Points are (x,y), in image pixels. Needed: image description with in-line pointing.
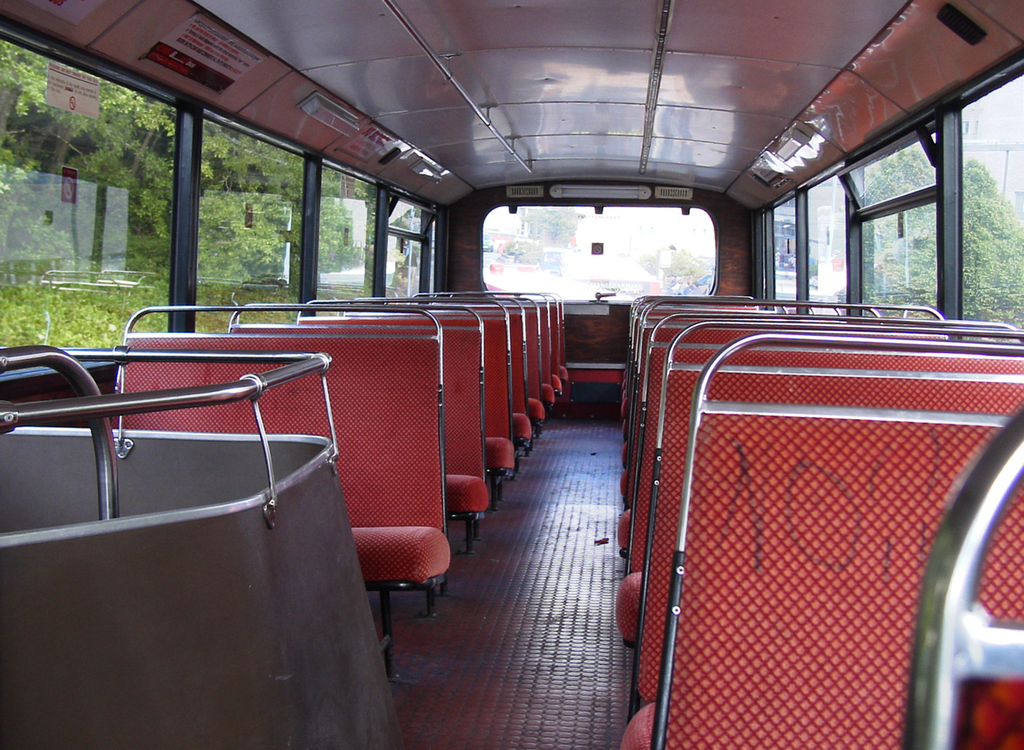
The image is captured inside a bus (424,270), it has a lot of empty seats (728,425) and outside the bus (229,126) there are many trees (293,233).
